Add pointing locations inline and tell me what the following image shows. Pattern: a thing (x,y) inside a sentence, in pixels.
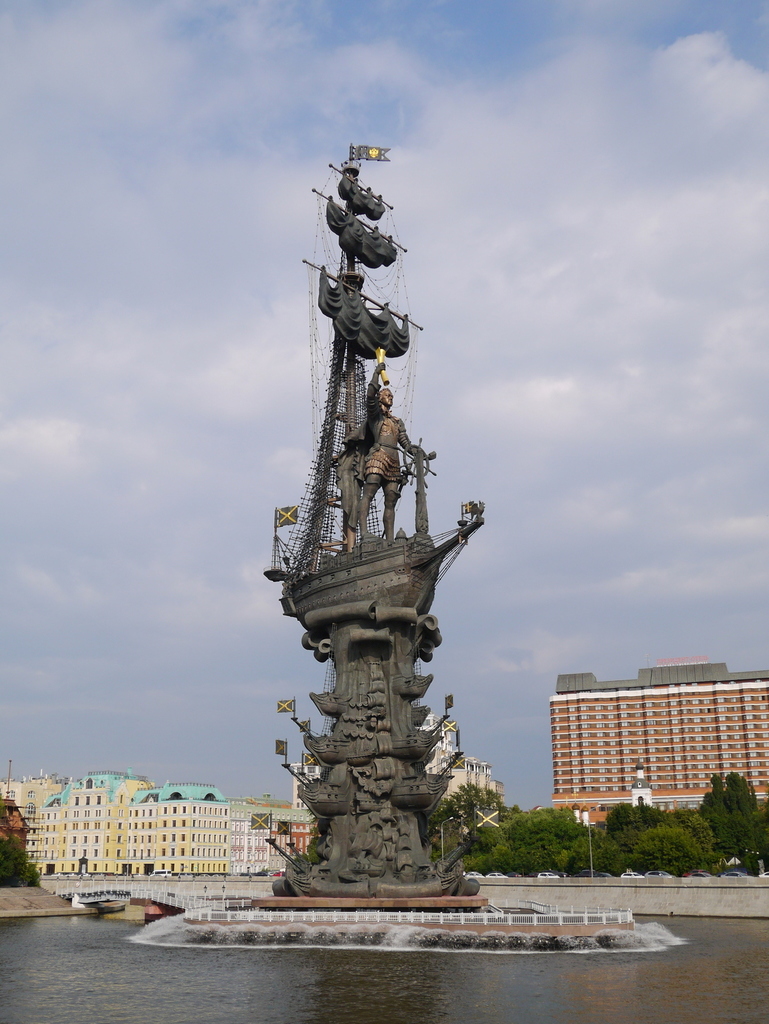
In this picture I can see the statue (362,515). I can see the water (429,1014). I can see the buildings (232,809). I can see trees (529,817). I can see the bridge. I can see clouds (657,471) in the sky (501,218).
